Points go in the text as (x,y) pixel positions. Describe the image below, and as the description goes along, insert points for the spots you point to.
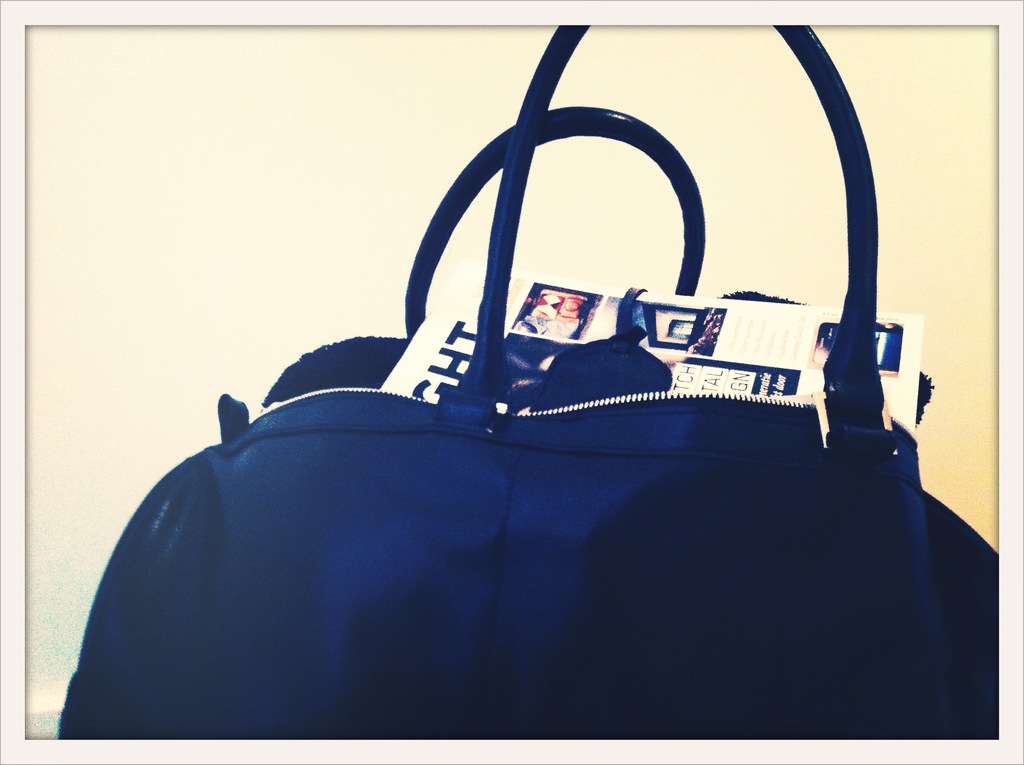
In this image there is a blue color leather handbag (456,592) in which there are news papers (911,358), at the back ground (274,246) there is a wall (185,164).
